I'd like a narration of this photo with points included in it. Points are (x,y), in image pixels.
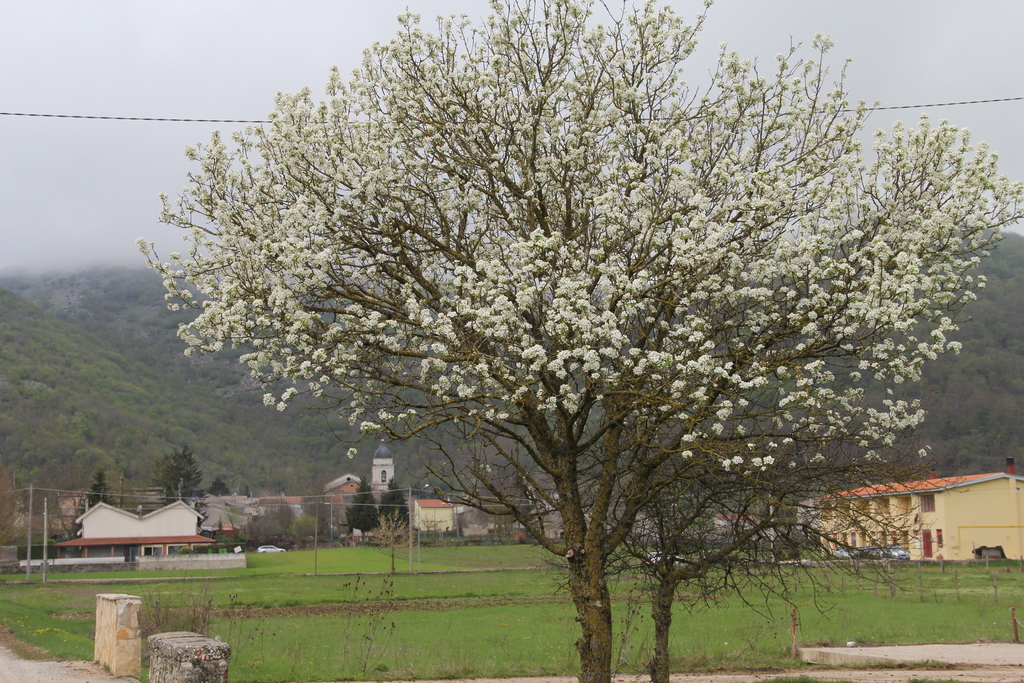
In this picture we can see trees (664,280), flowers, grass (619,638), poles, wires (425,490), buildings (216,527), vehicles (882,547), buildings (189,507) and plants (73,364). In the background of the image (159,125) we can see the sky (174,122).
